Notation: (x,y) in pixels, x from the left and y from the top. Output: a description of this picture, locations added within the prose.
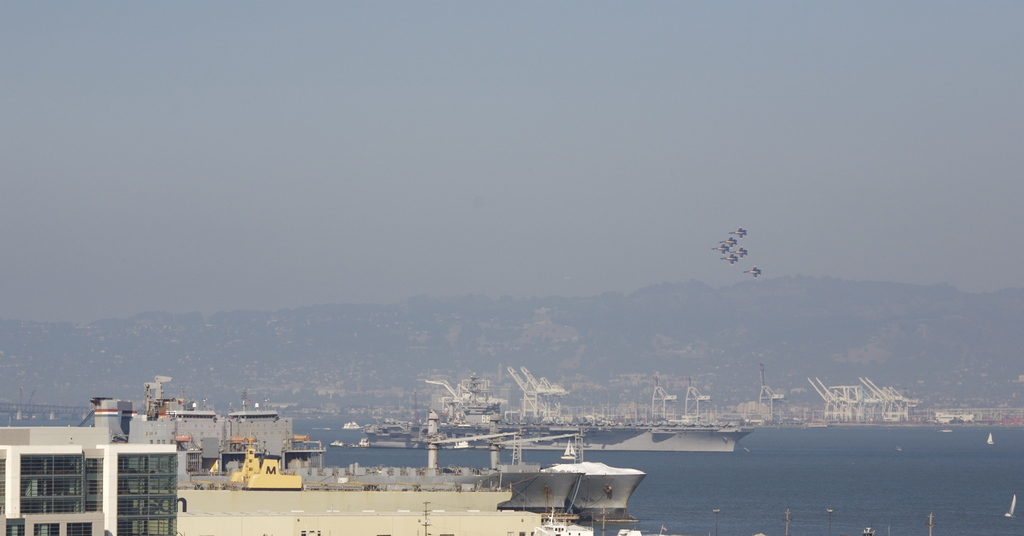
There are ships (149,417) and boats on the water (774,471). Here we can see a building (159,479) and there are jets (761,270) flying in the air (711,270). In the background (489,326) we can see a mountain (745,284) and sky (660,176).
